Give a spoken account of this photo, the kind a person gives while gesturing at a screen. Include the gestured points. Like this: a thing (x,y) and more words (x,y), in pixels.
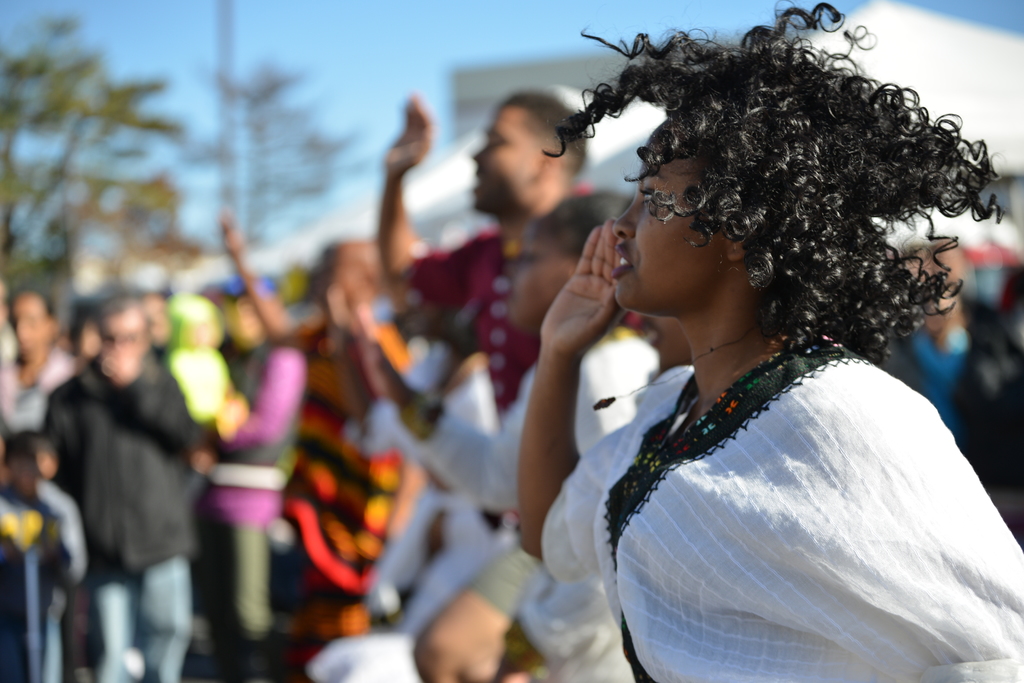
In this picture we can see a group of people (360,480) and in the background (913,10) we can see tents (905,28), trees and the sky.
